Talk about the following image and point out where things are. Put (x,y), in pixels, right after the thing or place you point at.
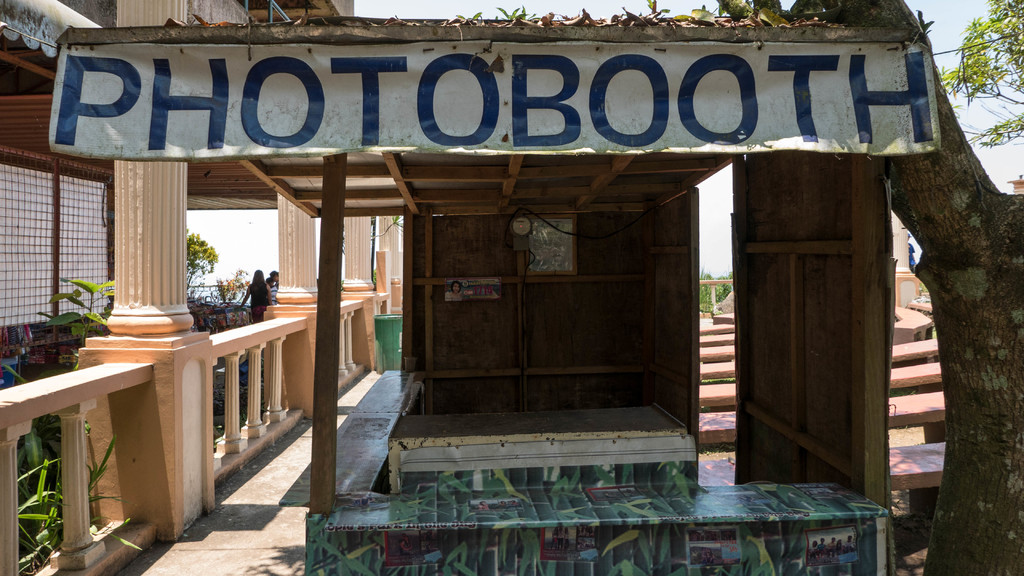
In this image there is a photo booth (541,426) in the middle (636,352). At the top (464,127) there is a banner (398,78). On the left side (150,254) there is a building (195,336). There is a cement railing (178,408) on the left side (165,392). On the right side (1010,403) there is a tree (945,395). In the background (918,379) there are steps (926,364). On the left side (259,284) there are few people (254,280) standing in the background (259,280). There is a grill (42,250) on the left side (52,228) top.
